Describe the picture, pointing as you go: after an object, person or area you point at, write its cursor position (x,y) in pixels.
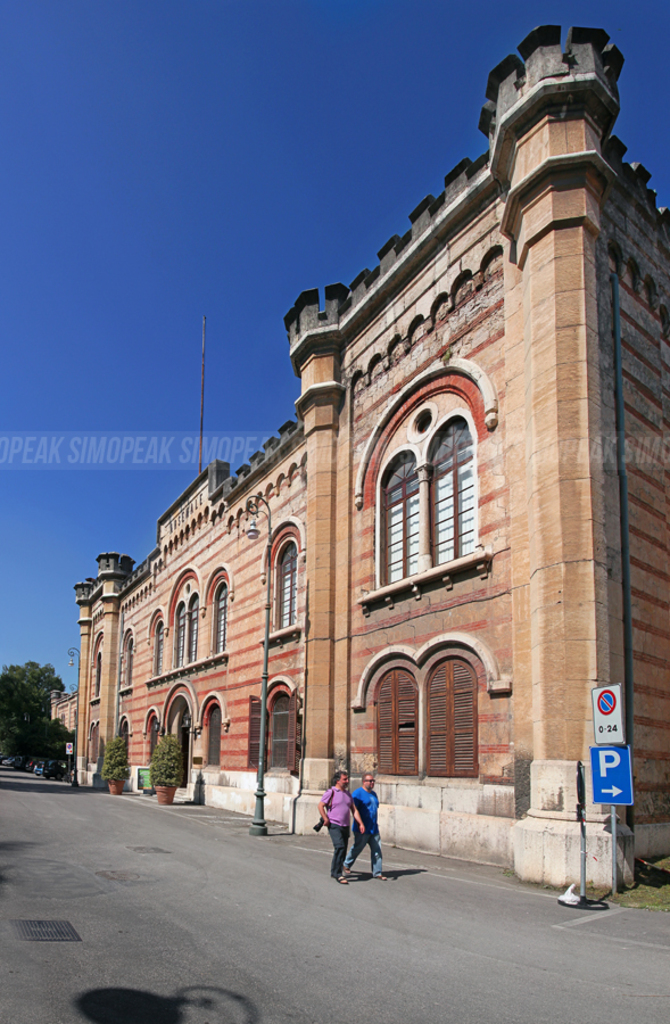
In this picture we can see a building (455,608) on the right side (465,611), there are two persons (378,832) walking on the road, we can see two plants (158,783), a pole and two boards (628,755) on the right side (618,780), on the left side (73,733) there is a tree (57,722), we can see the sky (202,148) at the top of the picture (229,128), there is some text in the middle (392,452).
